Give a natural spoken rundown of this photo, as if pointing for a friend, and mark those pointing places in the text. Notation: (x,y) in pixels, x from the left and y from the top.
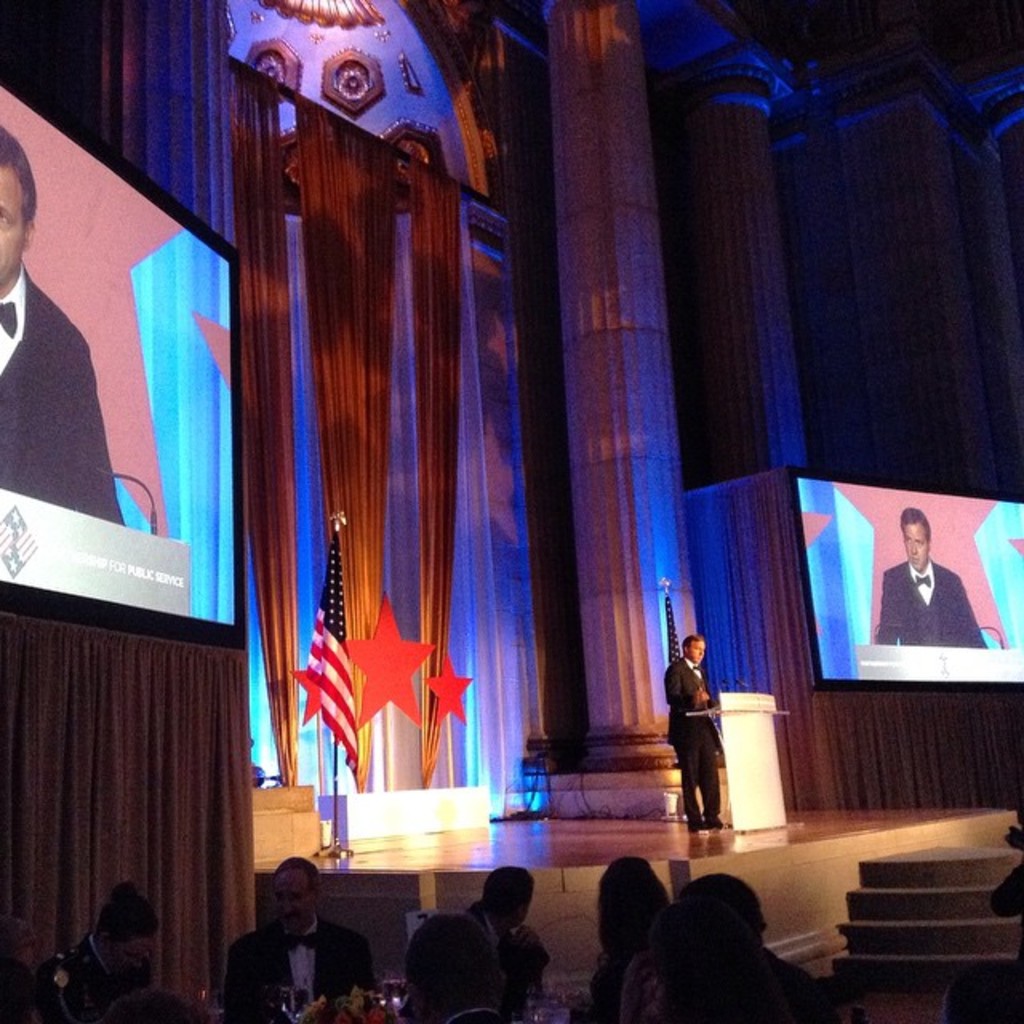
In this image, we can see curtains (423,266) and pillars (605,301). There are persons (521,885) at the bottom of the image (532,886). There is a screen (187,427) on the left (153,485) and on the right side of the image (888,572). There is flag (325,655) in the middle of the image (342,671). There is a person (699,728) standing in front of the podium (743,749). There are steps (920,890) in the bottom right of the image (978,953).
